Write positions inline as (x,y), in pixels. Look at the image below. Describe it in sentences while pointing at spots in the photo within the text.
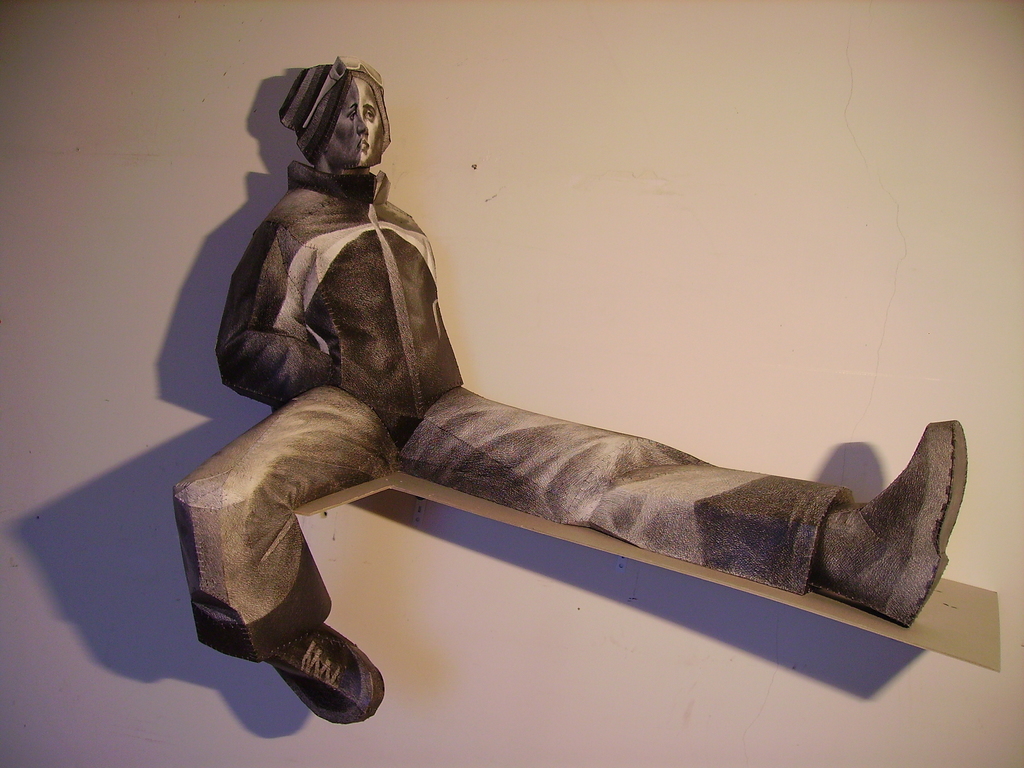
In this image, I can see a decorative item (332,481) of a person (361,416) on an object (744,589), which is attached to the wall (746,424).
